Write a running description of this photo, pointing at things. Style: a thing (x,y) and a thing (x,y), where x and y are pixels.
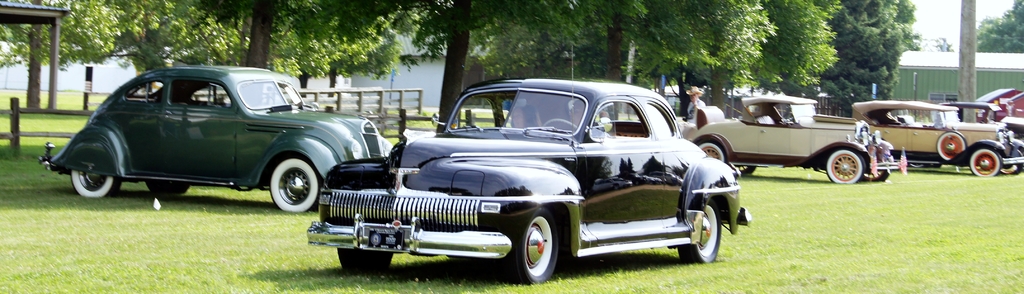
This image is taken outdoors. At the bottom of the image (800,254) there is a ground (152,255) with grass (146,222) on it. In the middle of the image (518,159) many cars (518,159) are parked on the ground (788,263). In the background (280,44) there are a few trees (877,53). There are a few houses (425,76) with walls (411,73). There is a wooden fence (361,93). A woman (699,108) is standing on the ground (849,226). On the right side of the image (967,61) there is a pole (968,15). At the top of the image (937,17) there is the sky (935,19).
